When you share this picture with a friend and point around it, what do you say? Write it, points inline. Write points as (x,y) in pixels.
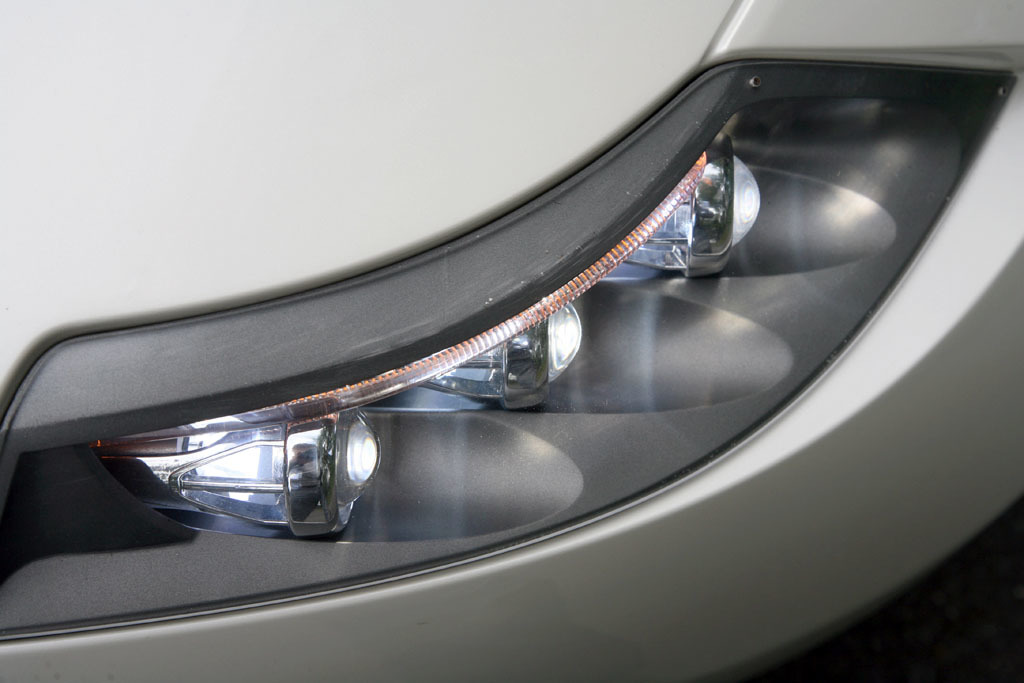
In this image I can see a vehicle (579,313) which is grey in color and its headlight (536,464) which is black and white in color.
